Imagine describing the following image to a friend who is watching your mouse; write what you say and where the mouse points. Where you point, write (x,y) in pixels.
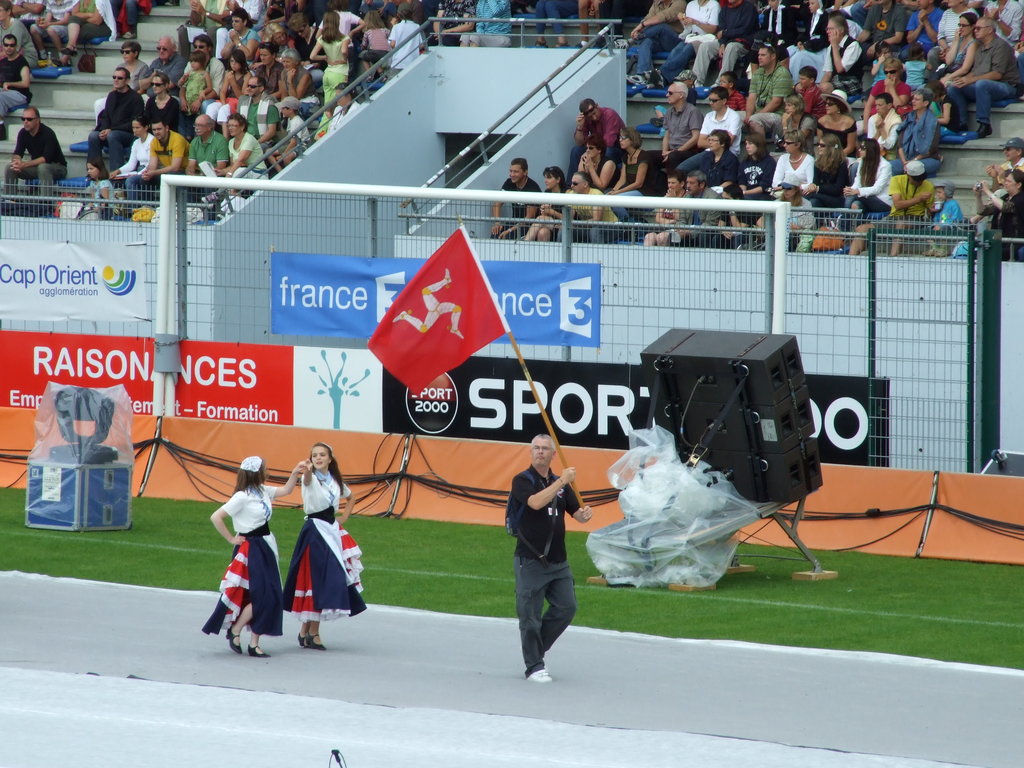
This picture is clicked outside. On the right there is a person (564,504) holding a flag (485,303) and walking on the ground (441,662). On the left (255,526) we can see the two women (248,511) seems to be dancing and we can see the green grass (468,538), speaker (686,405), cables (236,481), banners (557,366) on which we can see the text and we can see the metal rods (781,301), mesh (861,335) and some other items (58,510). In the background (927,83) we can see the group of persons (251,87) sitting on the stairs (1000,133).
